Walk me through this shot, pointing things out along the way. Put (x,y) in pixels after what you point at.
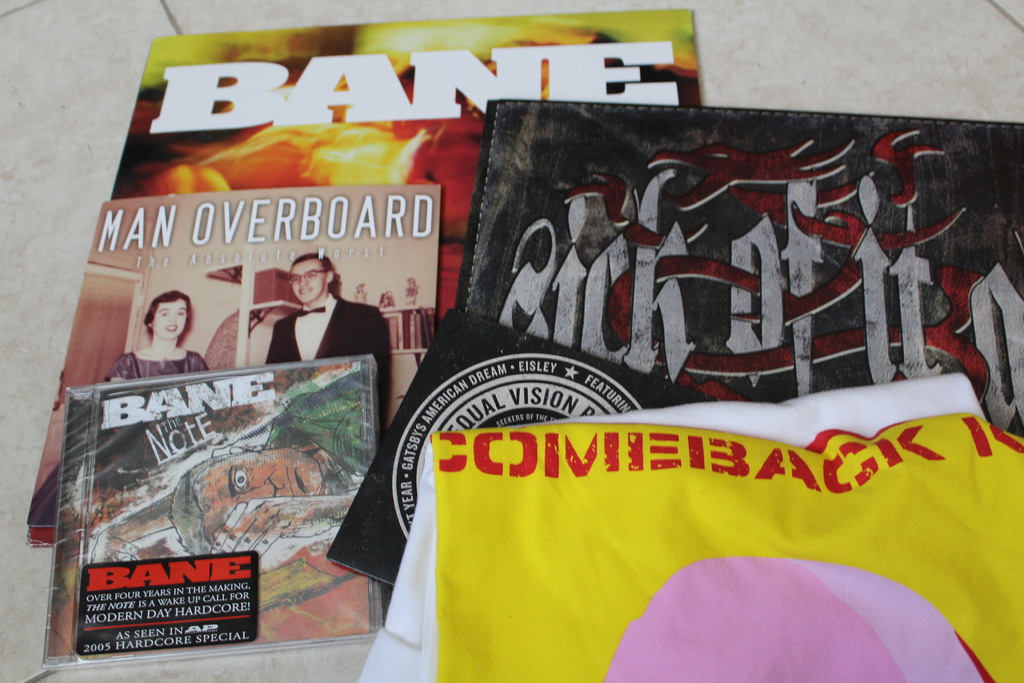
In this image I can see t shirt (559,464) and record covers (945,253) and a CD (241,478) on a surface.
